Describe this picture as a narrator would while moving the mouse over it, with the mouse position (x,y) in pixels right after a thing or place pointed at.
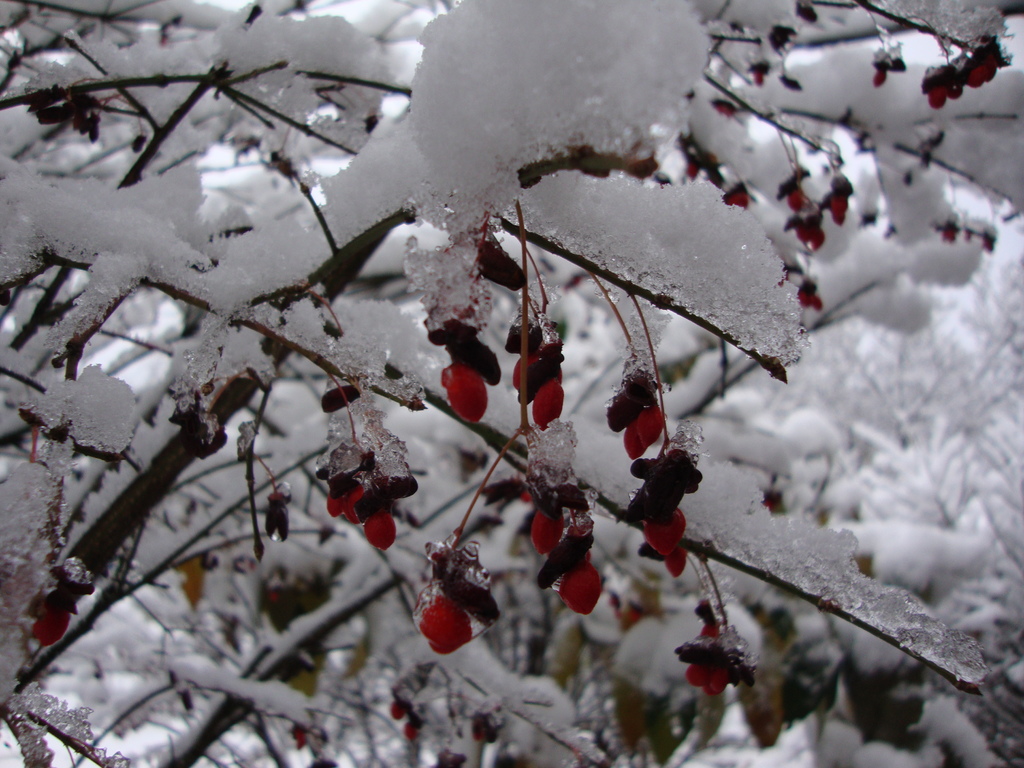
In the picture I can see the snow (470,104) on the trees (644,326). These are looking like fruits (496,360) of a tree (466,490).
